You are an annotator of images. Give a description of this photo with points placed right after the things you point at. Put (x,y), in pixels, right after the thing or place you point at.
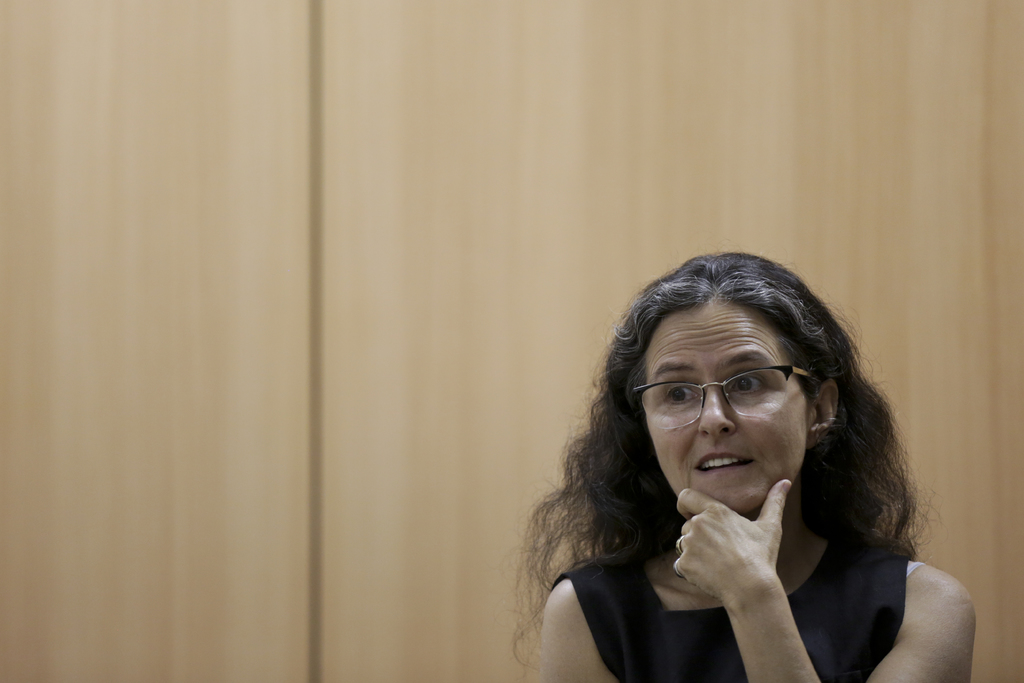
In this picture I can see a woman (648,425) with spectacles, and in the background (584,174) there is a wooden wall (194,321).
